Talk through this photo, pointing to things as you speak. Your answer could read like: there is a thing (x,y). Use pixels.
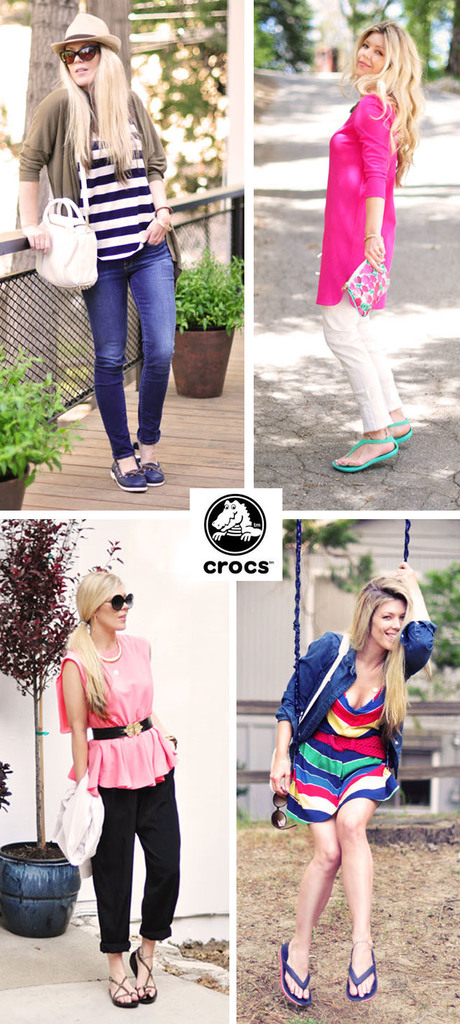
In the image on the top left (152,237), we can see trees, plant pots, fences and one person (151,239) standing and holding a handbag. On the top right of the image (351,339), we can see one person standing and holding some object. In the bottom left (140,775) we can see one plant pot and one person (115,830) standing. In the bottom right of the image (358,864), we can see one person (327,835) sitting and smiling. In the background (54,791) there is a wall (166,719) and plant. In the center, there is a logo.
